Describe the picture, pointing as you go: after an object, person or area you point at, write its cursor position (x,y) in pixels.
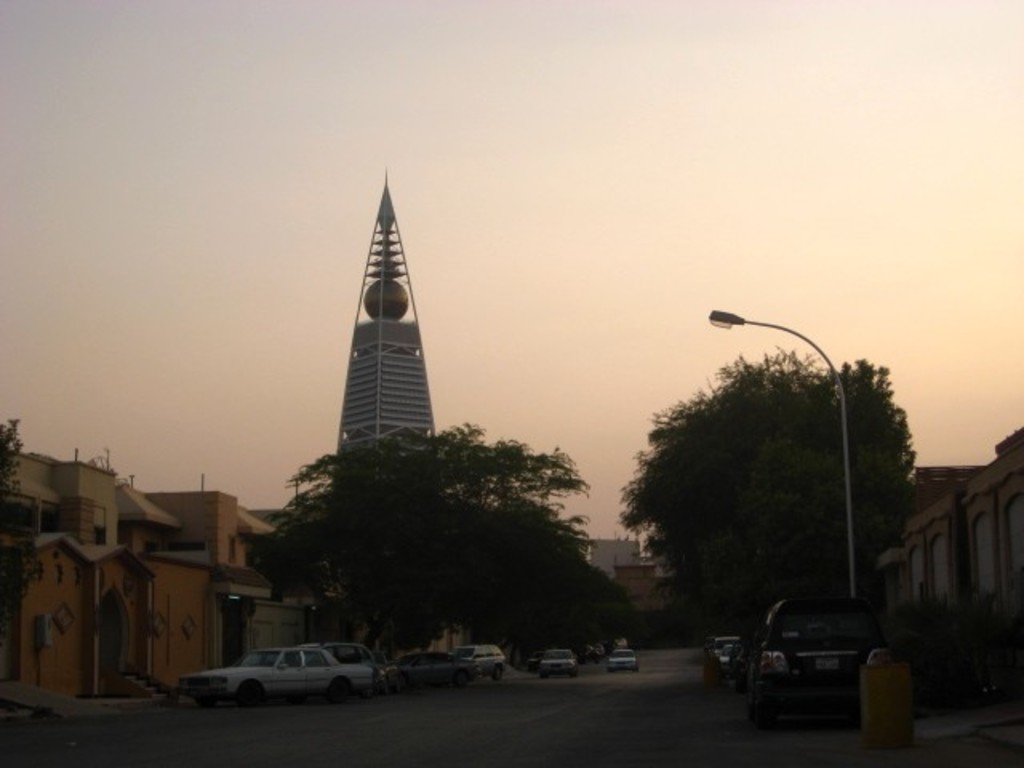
The picture consists of cars (621,663), trees (693,521), street light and buildings (255,583). In the foreground (390,710) it is road (646,721).
